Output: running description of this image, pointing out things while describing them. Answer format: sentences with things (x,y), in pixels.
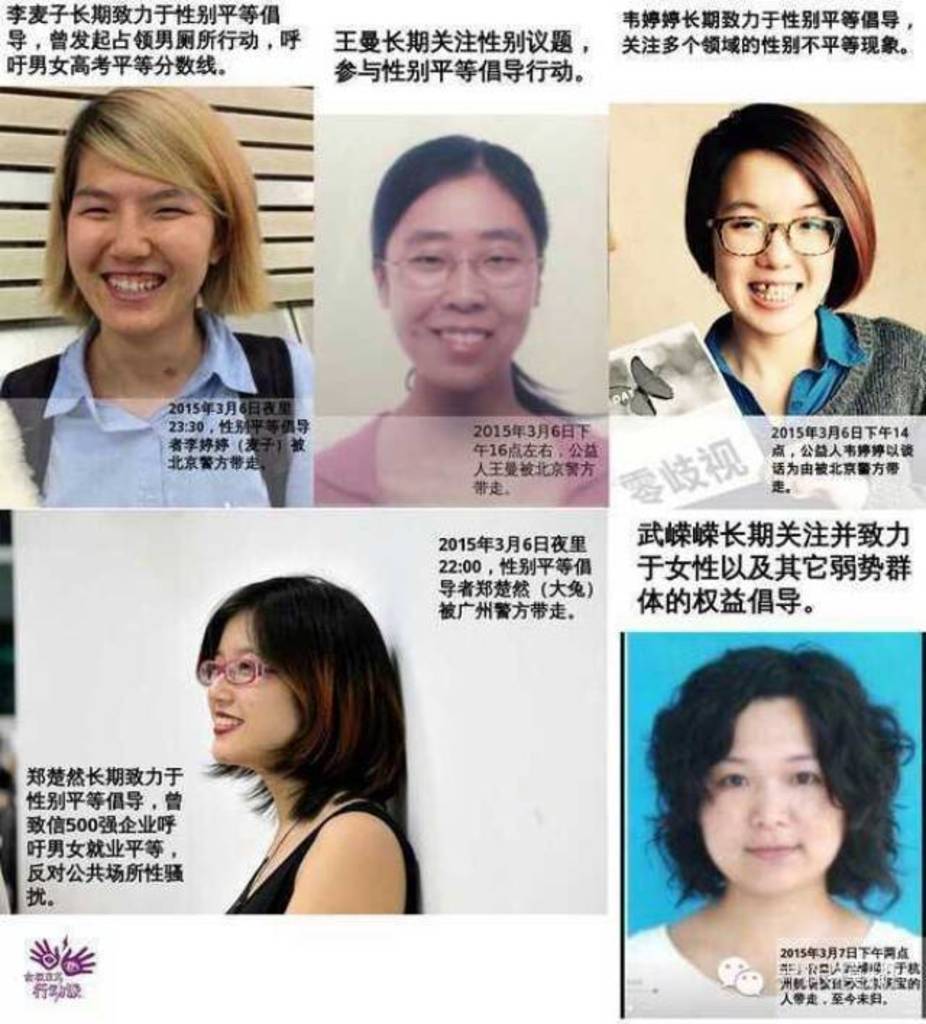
In this image, on the right side (691,806) bottom, we can see a picture (758,872) of a woman (731,823), in that picture (686,944), we can see some text (800,983) written on it. On the right side (776,372), we can see a picture (792,357) of a woman (802,357), on that image (827,381), we can see some text (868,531) written on it. On the left side (265,694) bottom, we can see a picture (374,778) of a woman (365,782), on that image (384,774), we can see some text (450,575) written on it. On the left side (171,382) top, we can see a picture (217,242) of a woman (224,174) and some text (234,52) written on it. In the middle of the image (532,389), we can see a picture (516,327) of a woman (507,402) and some text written on the image.
